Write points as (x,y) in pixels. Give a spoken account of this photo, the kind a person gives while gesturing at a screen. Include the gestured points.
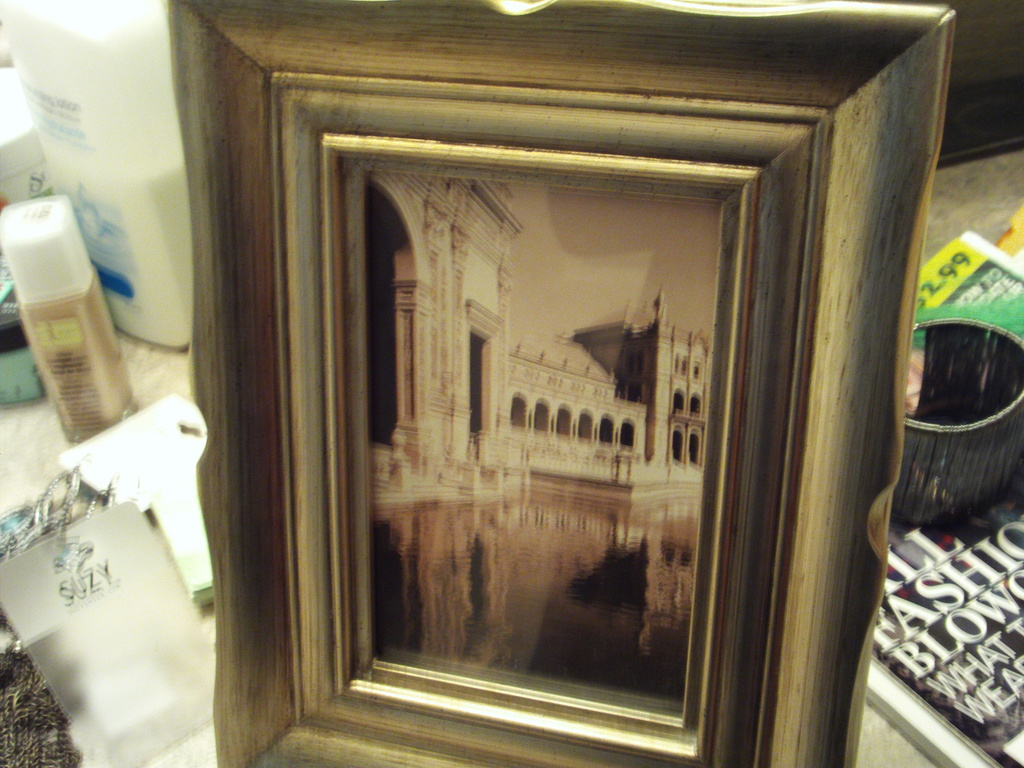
In this image I can see a frame (629,69). Inside the frame (608,63) I can see a building (537,386) and water (573,666). I can see books (985,704), few objects (78,361) on the surface (971,225).
